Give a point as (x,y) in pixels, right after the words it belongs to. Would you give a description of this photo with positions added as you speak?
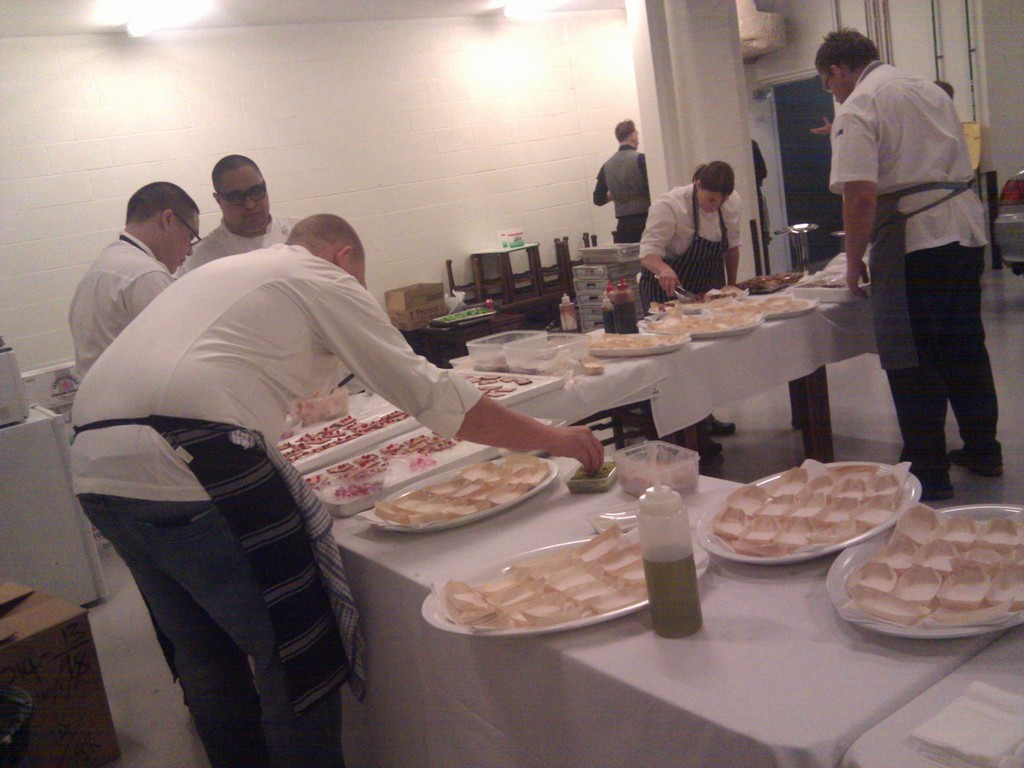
In this image we can see some group of persons (300,291) preparing food (601,367) and some are serving food (427,511) and there are some food items (490,481) which are kept in plates (482,481) on table (544,529) and in the background of the image (590,314) there are some boxes (579,269), chairs (542,289) and there is a wall (13,240).
